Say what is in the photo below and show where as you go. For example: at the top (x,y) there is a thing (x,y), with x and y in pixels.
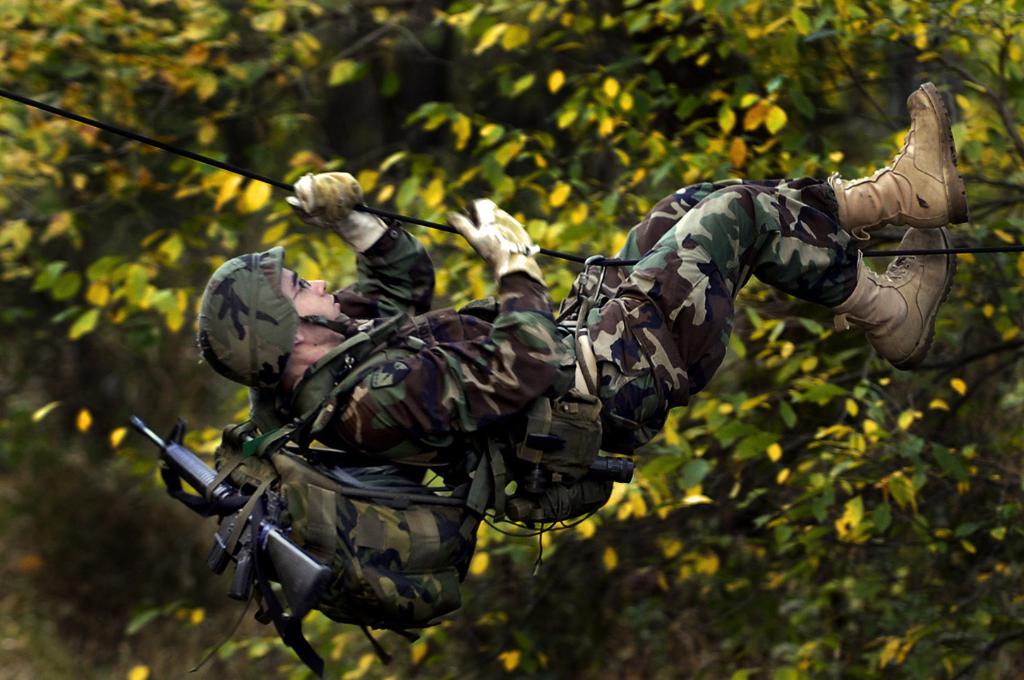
In this image a person (549,407) is carrying a bag (428,516) having a gun (221,489). He is holding the rope (580,260). He is wearing a helmet (219,302) and spectacles (295,288). Background (836,26) there are few trees (813,520) having leaves (971,40).
